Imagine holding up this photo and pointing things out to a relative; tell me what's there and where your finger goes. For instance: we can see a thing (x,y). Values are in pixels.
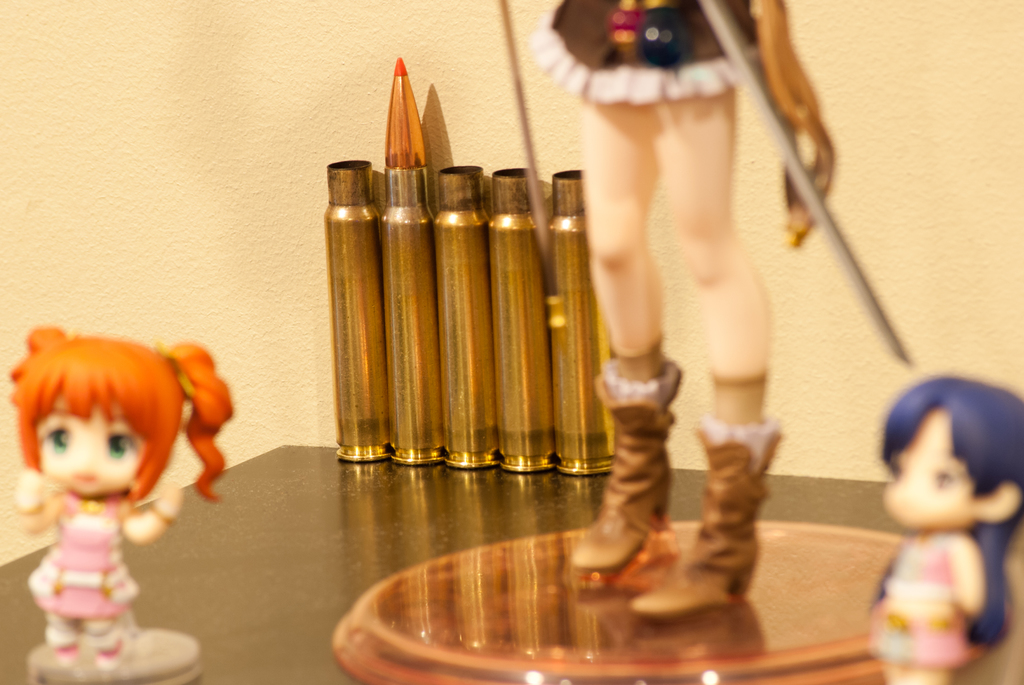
In this image, we can see few toys (56,568) and gold color objects (462,383) are placed on the surface (224,557). Background (213,323) there is a wall (197,245).
